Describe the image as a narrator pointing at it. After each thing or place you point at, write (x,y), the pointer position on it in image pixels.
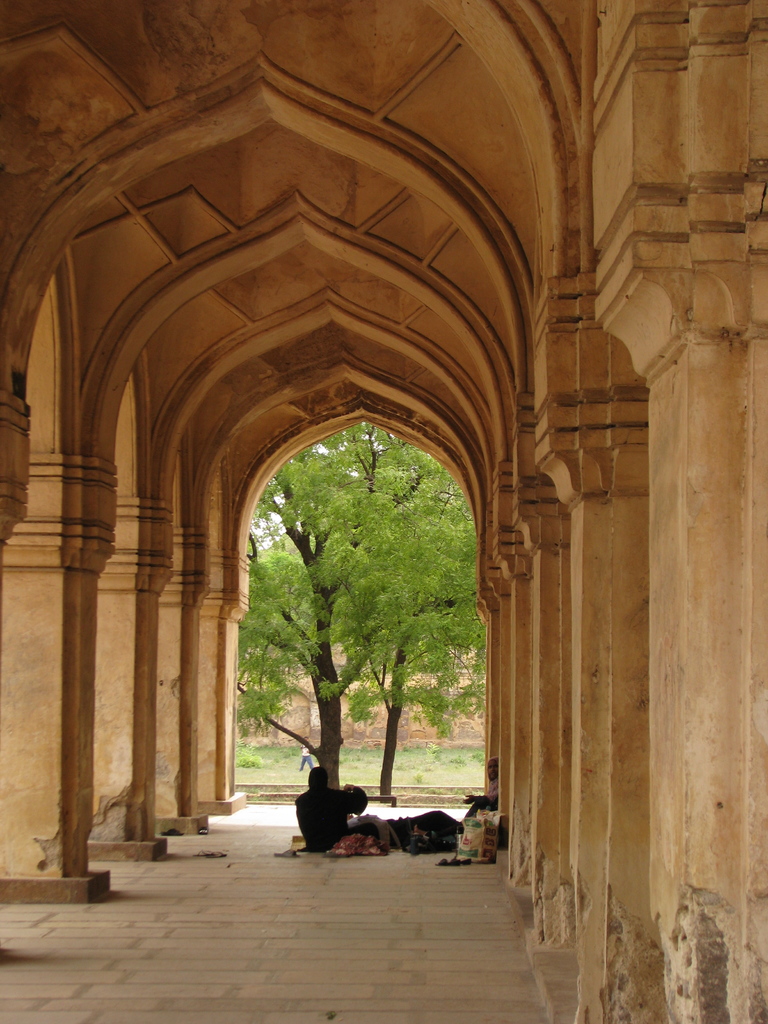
There are some pillars (141,593) on the left side of this image (144,568) and right side of this image (569,590) as well. There are some trees (356,636) in the middle of this image (380,596). There are some persons (325,785) are at the bottom of this image (422,829).
